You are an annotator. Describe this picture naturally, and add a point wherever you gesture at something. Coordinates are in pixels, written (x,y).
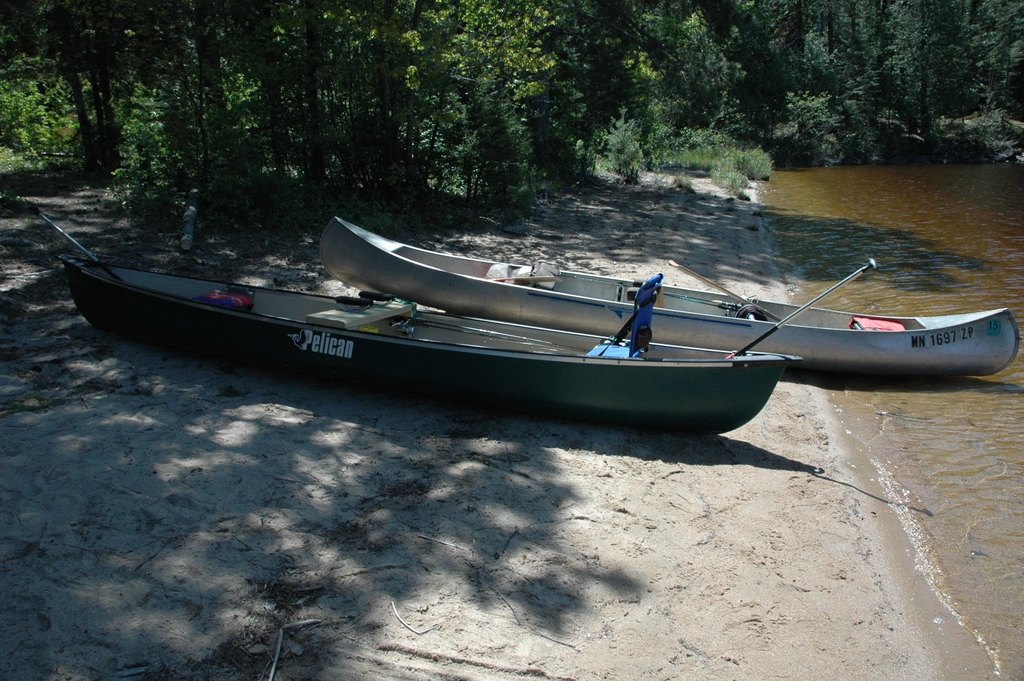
In the background of the image (543,37) there are trees (609,61). In the foreground of the image (832,342) there are boats (600,321). To the right side of the image (924,387) there is water (947,462). At the bottom of the image (512,544) there is sand (260,579).
